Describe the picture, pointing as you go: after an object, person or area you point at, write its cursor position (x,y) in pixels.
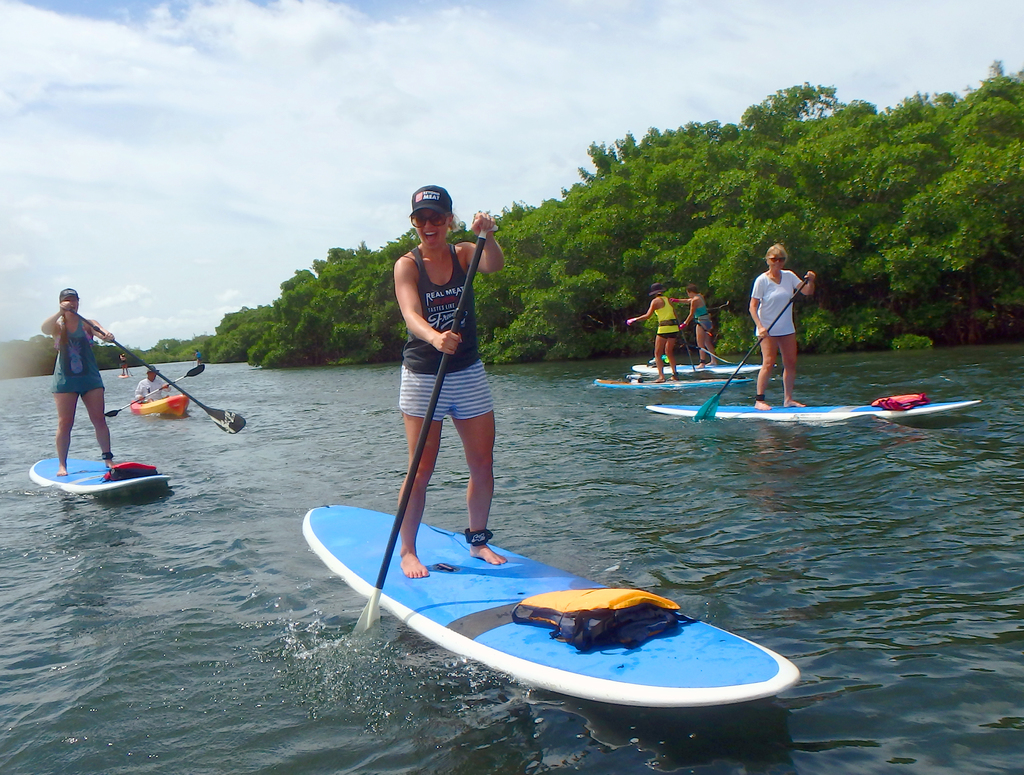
In this image I can see water (280,505) and I can see few people (53,332) are standing on boards (556,655). I can also see a person (142,393) is sitting and I can see everyone are holding paddles (485,232). In the background (973,198) I can see number of trees (910,130), clouds (315,75), the sky (221,83) and I can also see few life jackets (605,642).
